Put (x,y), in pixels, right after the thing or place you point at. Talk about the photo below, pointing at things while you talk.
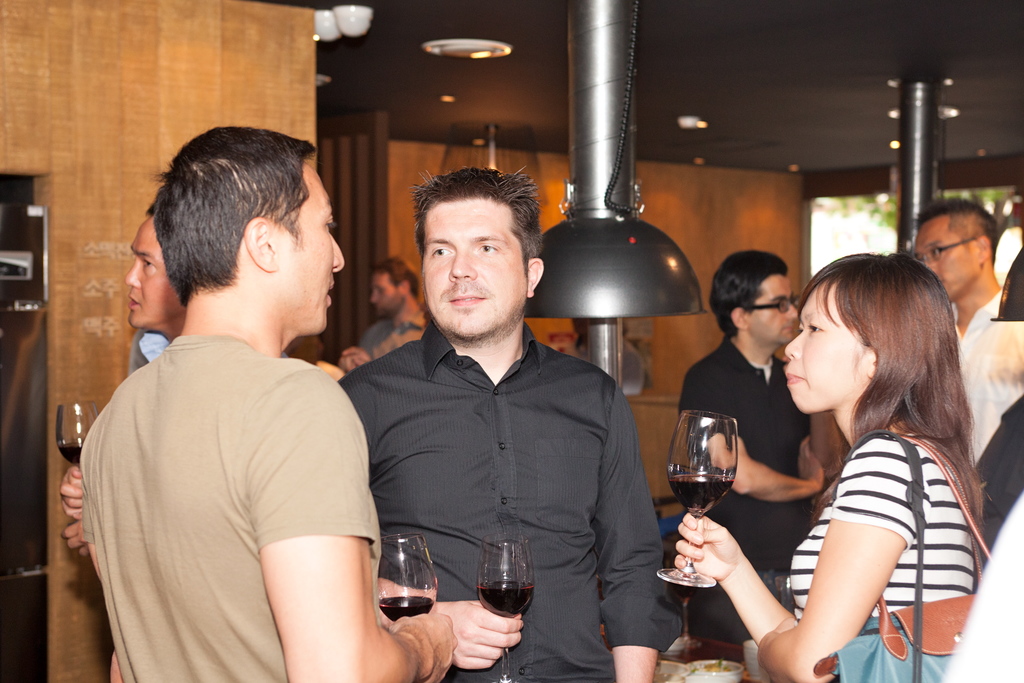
There is a group of people (393,378). They are standing. They are holding a wine glass (682,464). We can see in background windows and trees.
